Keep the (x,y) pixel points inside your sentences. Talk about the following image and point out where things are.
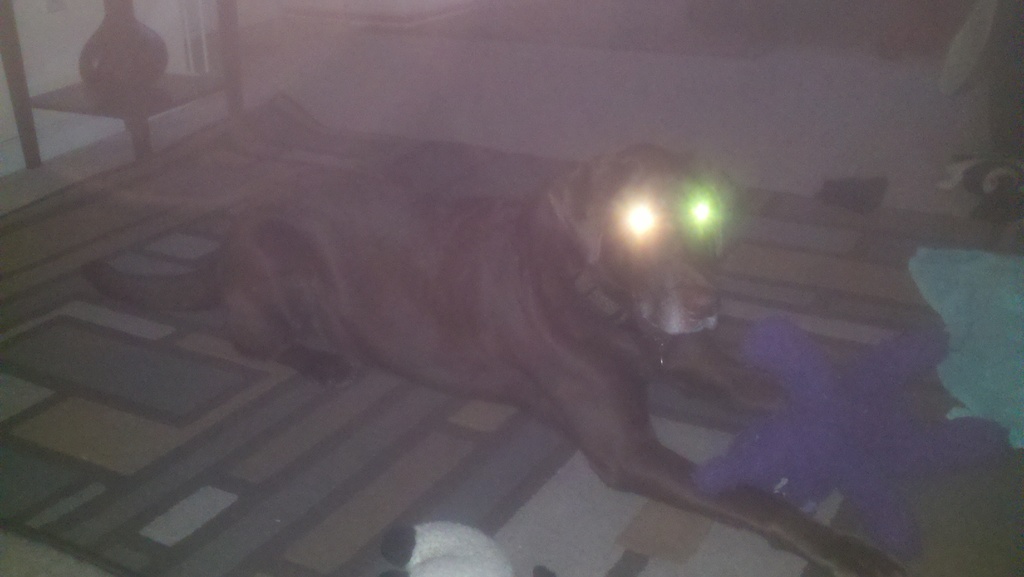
In this image, I can see a brown color dog (587,369) is lying on the floor mat (230,342). Dog's eyes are shining like lights (696,210).
